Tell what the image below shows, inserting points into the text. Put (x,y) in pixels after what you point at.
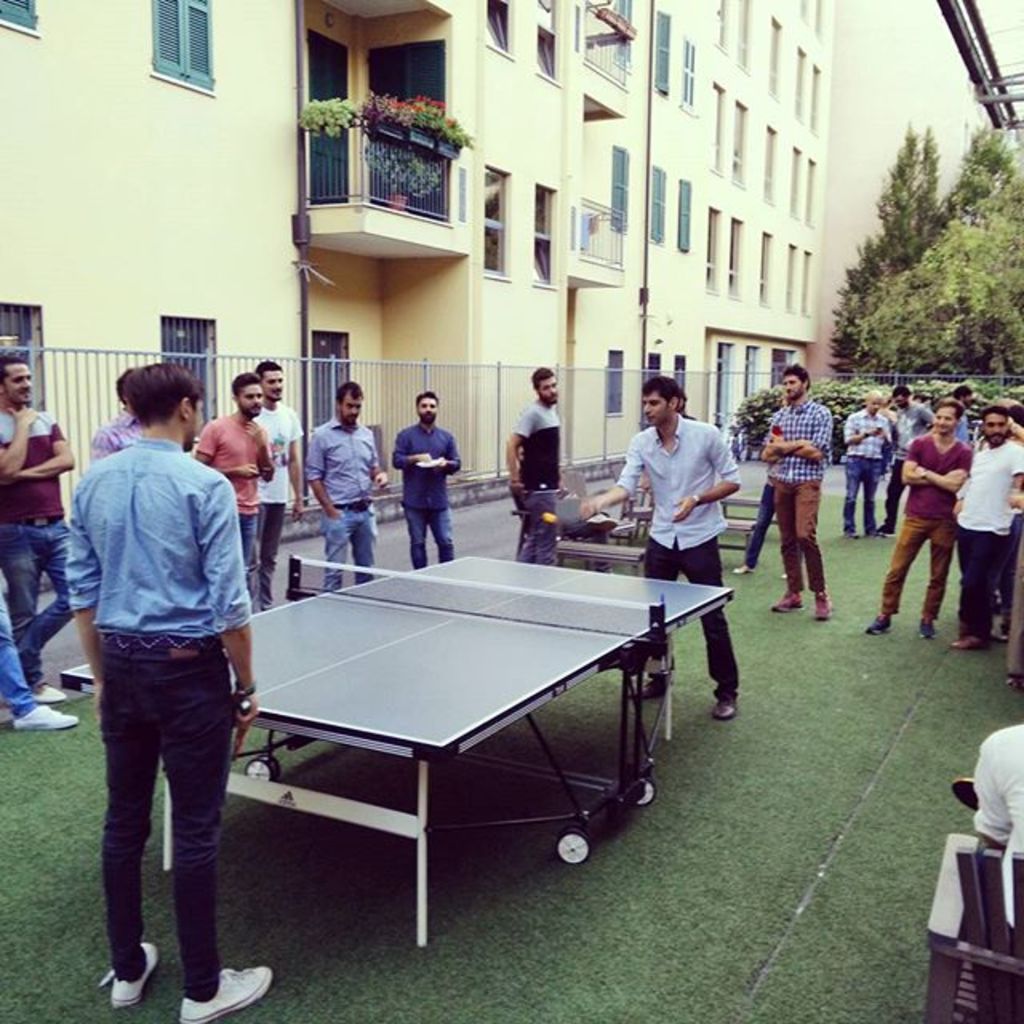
The person (178,531) wearing blue shirt (173,485) and white shirt (675,476) are playing table tennis and there are few people (268,468) around them, The ground (719,782) is greenery (719,832) and there is a yellow building (180,251) in the left corner (148,254).
